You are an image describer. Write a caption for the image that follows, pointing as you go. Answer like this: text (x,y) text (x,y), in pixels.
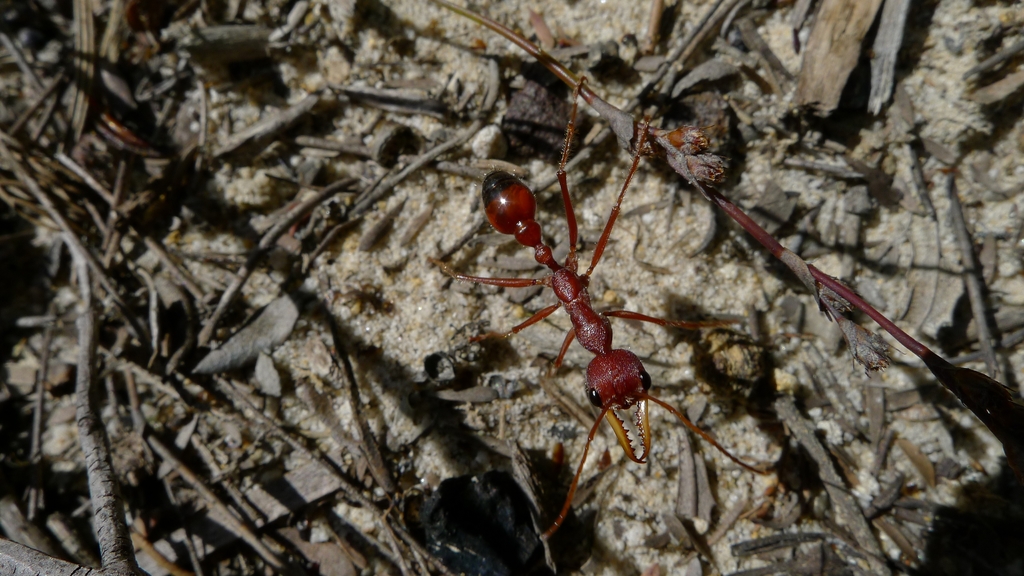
In this image I can see an insect (589,332) which is black, brown and yellow in color on the cream colored surface (552,333). I can see few wooden sticks (87,373) and few other objects (492,139).
